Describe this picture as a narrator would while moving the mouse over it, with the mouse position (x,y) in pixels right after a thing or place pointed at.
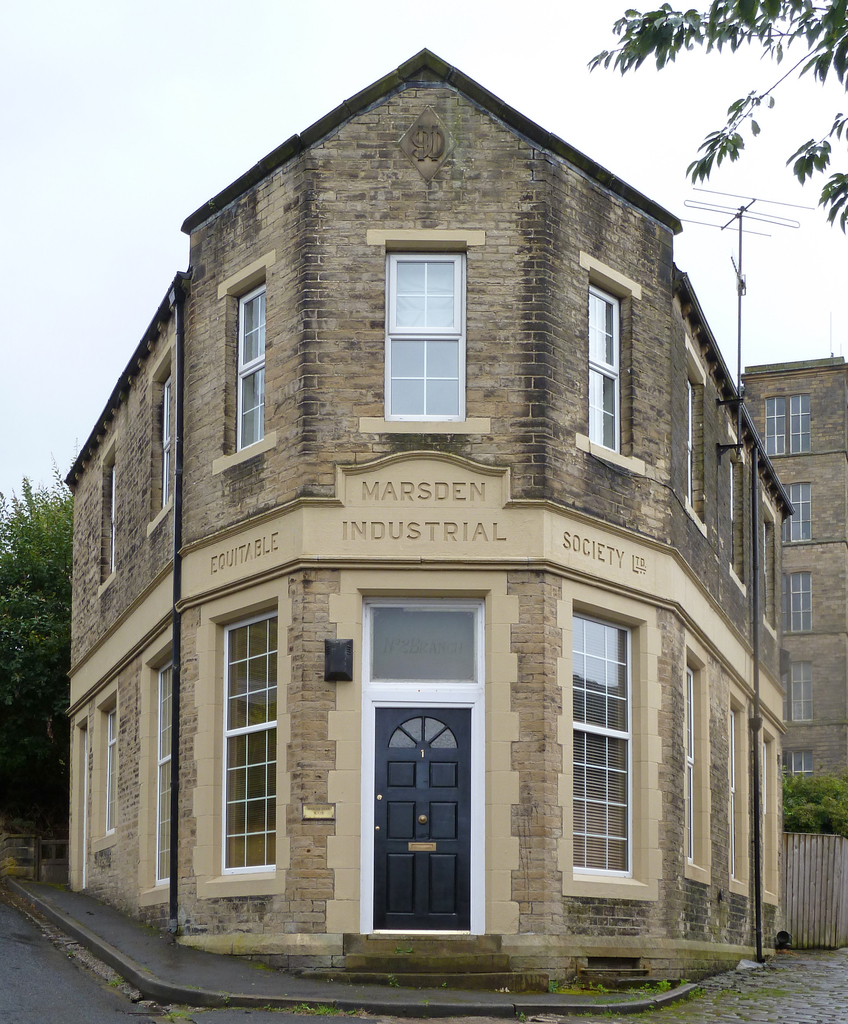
In this picture I can observe brown color building (481,724). There is a black color door (395,832). In the background (37,625) there are trees (57,560) and a sky (133,190).
